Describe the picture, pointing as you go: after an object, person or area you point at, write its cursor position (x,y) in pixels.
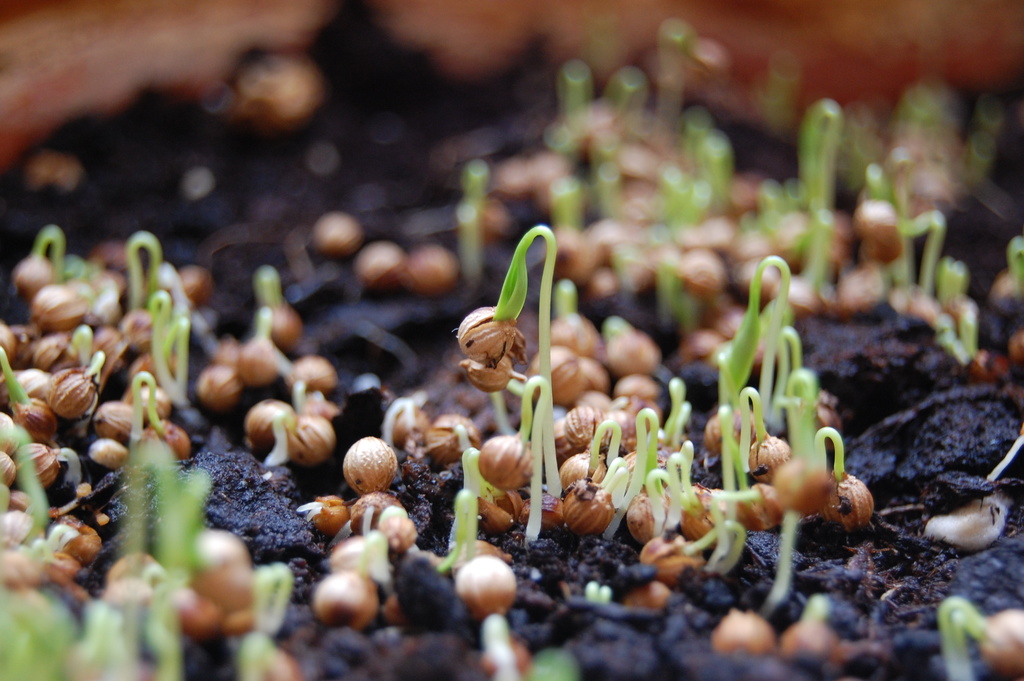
There is soil (326,467). On that there are seeds (237,570) with seedlings (487,489). In the background (489,104) it is blurred.
